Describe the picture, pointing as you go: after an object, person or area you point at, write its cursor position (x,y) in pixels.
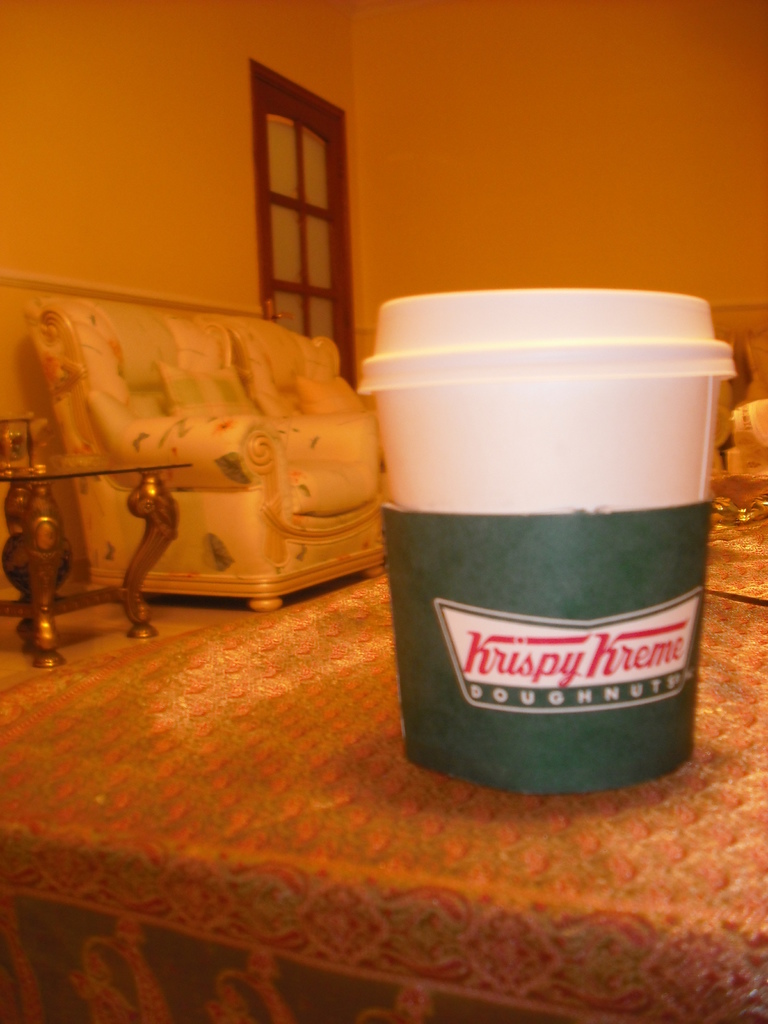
In this picture, there is a cup (505,645) placed on the table (498,952). Towards the left (120,472), there is a sofa (262,444) and a table (29,545). In the background (307,150), there is a wall (357,88) with a window (288,271).
